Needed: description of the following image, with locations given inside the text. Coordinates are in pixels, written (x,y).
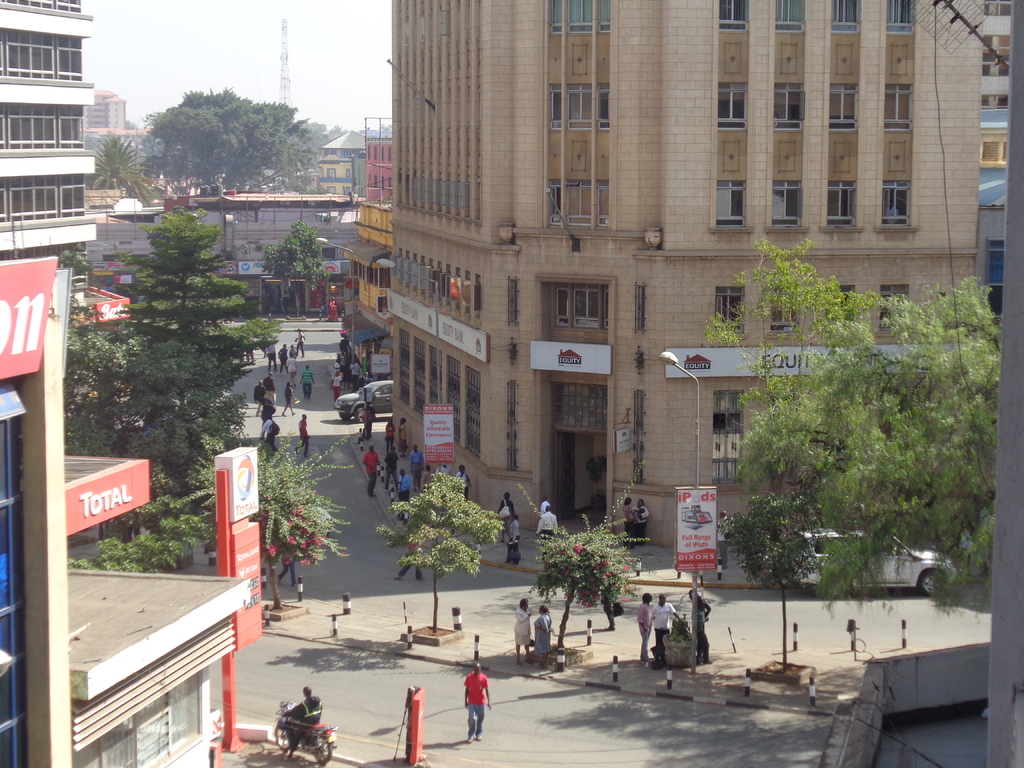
In this picture we can see a group of people (526,617), vehicles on the ground (500,559), one person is on a bike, here we can see posters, name boards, electric poles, trees (432,533), metal poles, buildings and some objects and we can see sky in the background (244,80).
